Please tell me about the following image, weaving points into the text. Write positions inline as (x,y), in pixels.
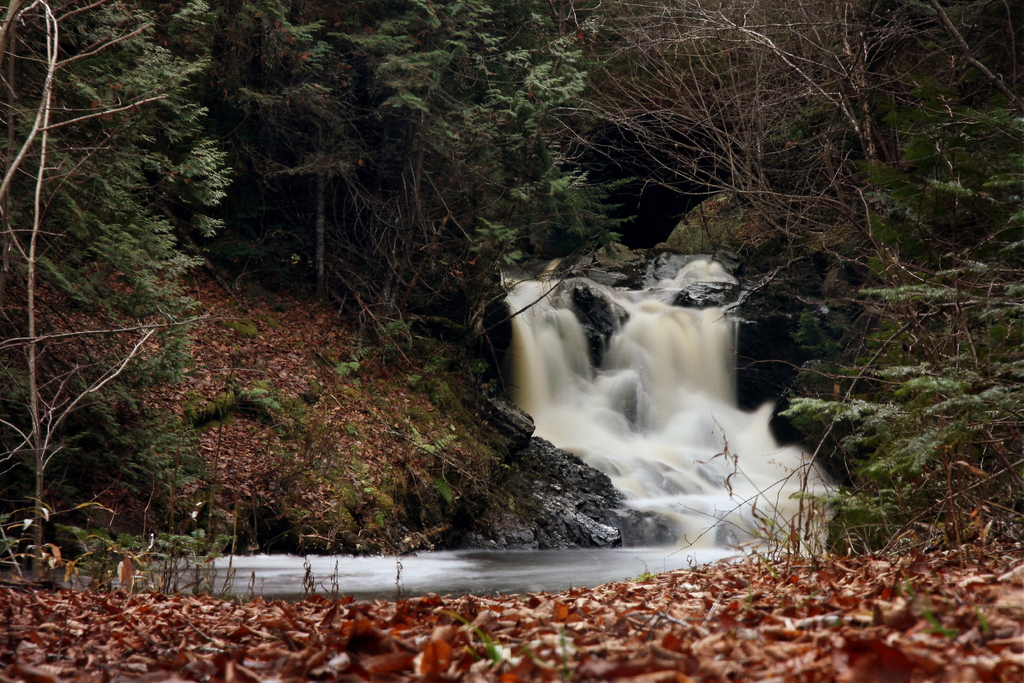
We can see leaves (251,604), water (315,575) and trees (869,513).
